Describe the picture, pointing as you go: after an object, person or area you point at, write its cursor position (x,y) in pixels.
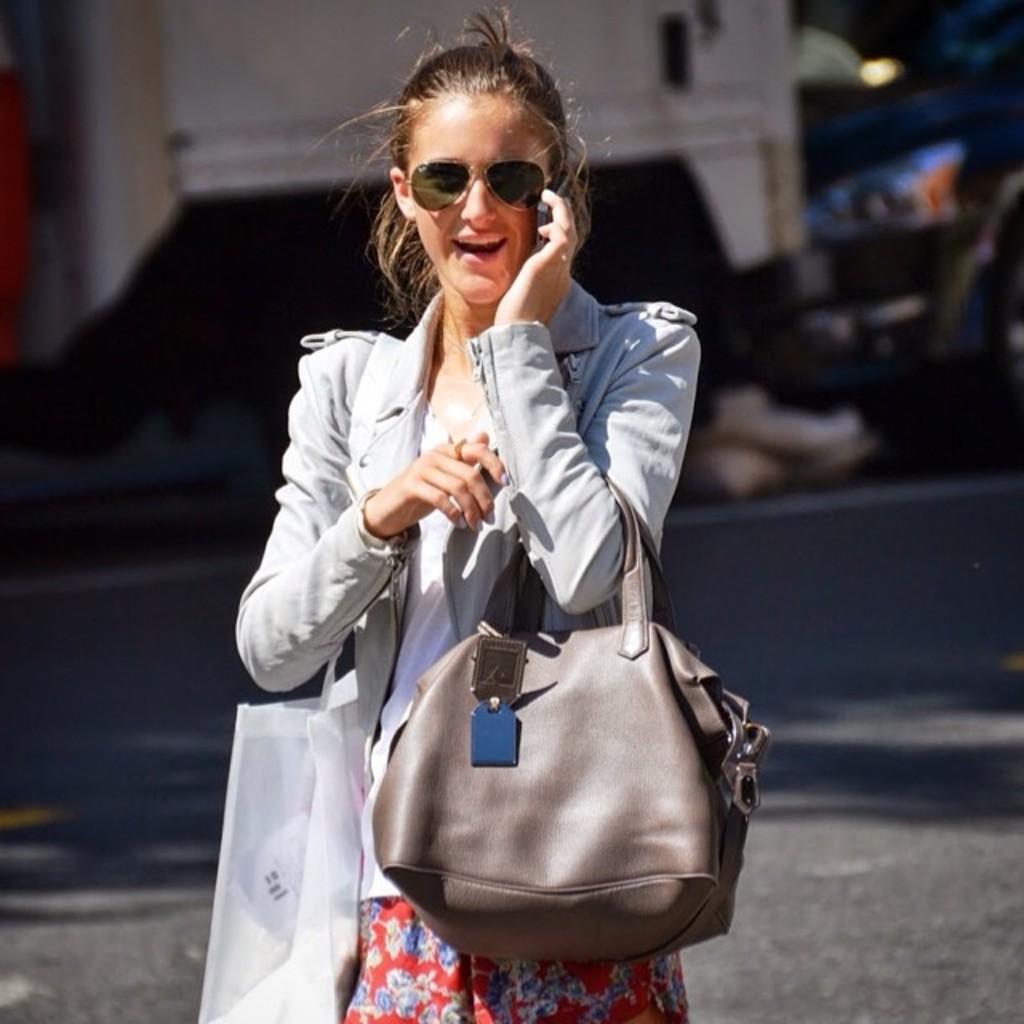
In this image there is a woman (596,979) who is standing by holding a hand bag (505,742) and a cover (261,723) with her hands (557,212) and talking through the mobile (556,199).
